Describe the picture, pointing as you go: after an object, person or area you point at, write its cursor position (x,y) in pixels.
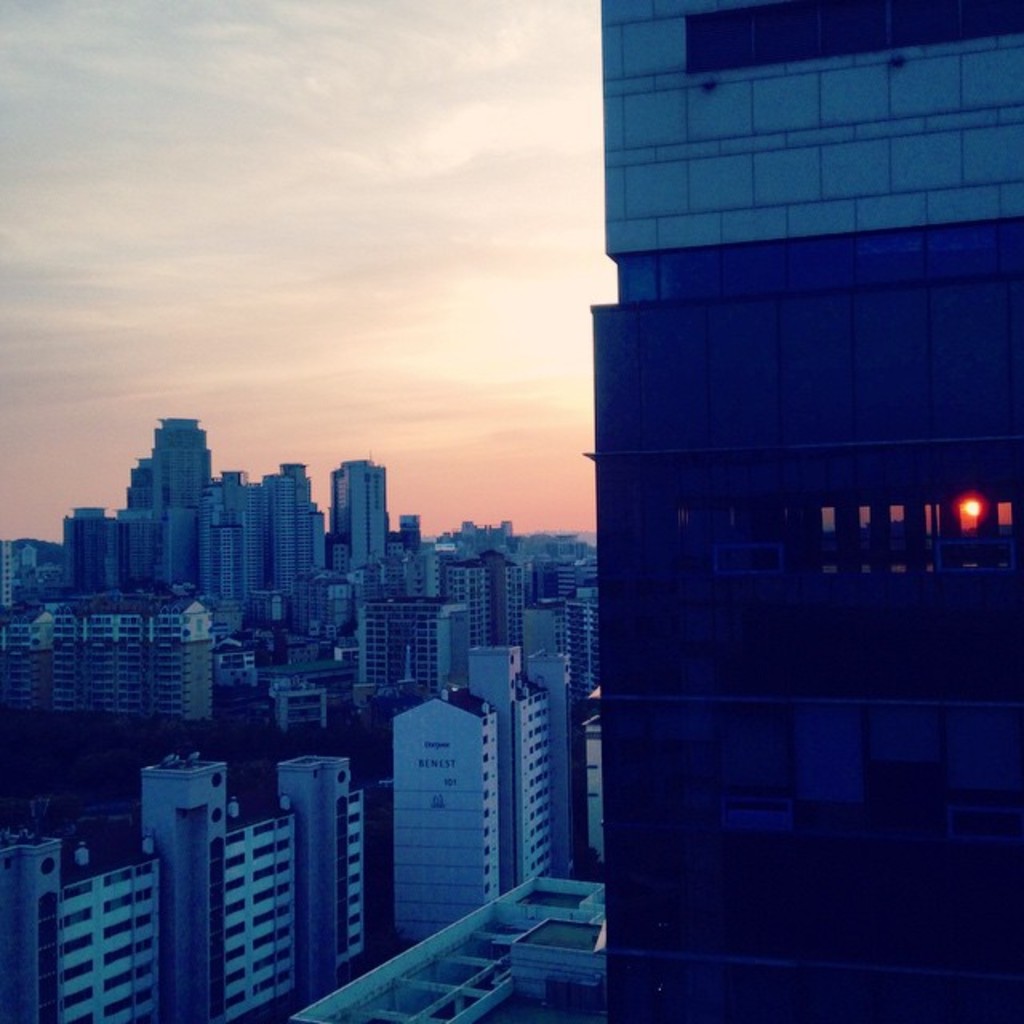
In this image we can see many buildings (563,730). In the background (341,313) there is sky (374,325). Through the right side building (903,509) we can see a light (967,514).
